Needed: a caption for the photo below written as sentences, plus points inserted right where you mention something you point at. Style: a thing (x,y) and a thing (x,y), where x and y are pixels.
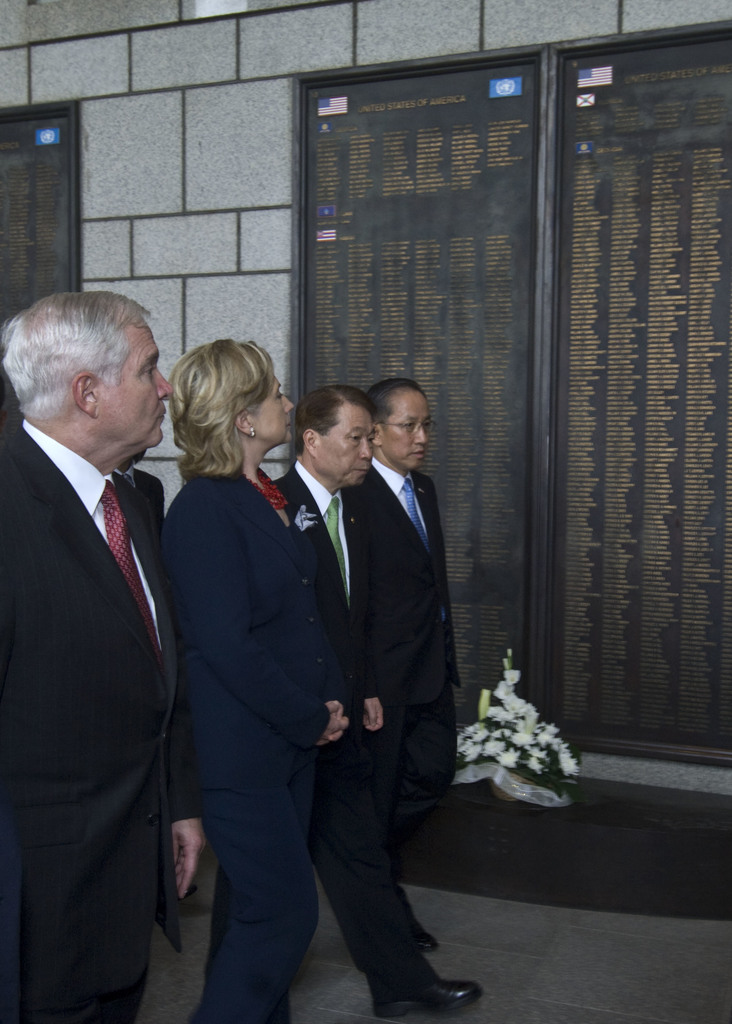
In the center of the image (283,553) we can see persons (199,704) walking on the floor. In the background (247,194) we can see wall (106,192) and name boards (477,271).
